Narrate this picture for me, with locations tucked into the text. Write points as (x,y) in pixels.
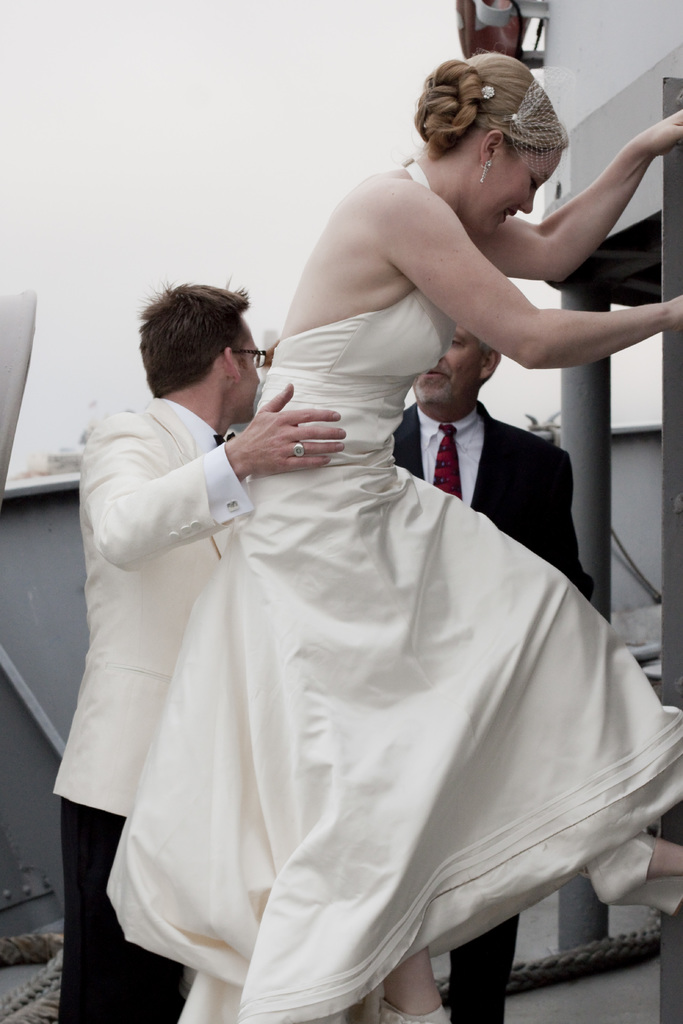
Here we can see three people (455,485). This woman (347,596) wore white dress (353,559). This man (126,600) wore white suit (160,496). Another man (509,444) wore black suit (509,444) and tie (450,466).
